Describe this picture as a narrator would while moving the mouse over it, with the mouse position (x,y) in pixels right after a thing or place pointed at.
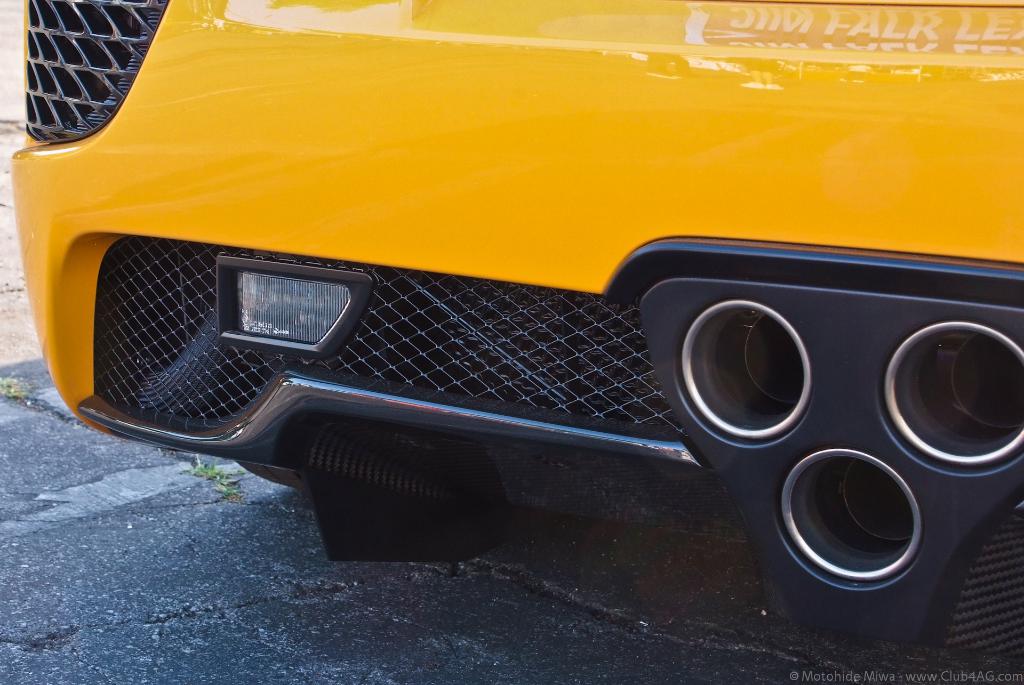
In this picture I can see a vehicle (746,418) on the road (539,599) and there is a watermark (1008,674) on the image.
